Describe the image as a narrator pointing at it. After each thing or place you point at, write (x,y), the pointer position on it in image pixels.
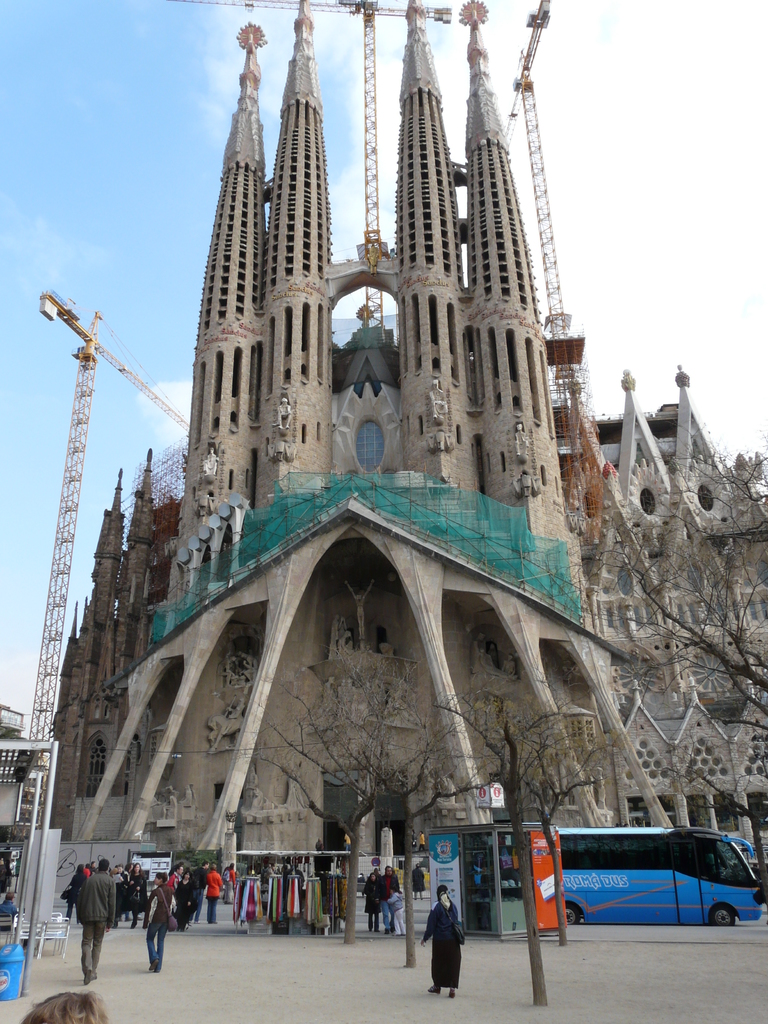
In this image at the bottom (387,898) we can few persons (380,892) are walking on the ground (398,996), vehicle (614,903), poles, bare trees (413,938), hoardings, clothes (298,884) hanging to a pole stand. In the background (421,267) there are buildings (333,399), cranes (546,0), mesh (515,520), poles (239,768), windows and clouds (725,440) in the sky (37,66).
